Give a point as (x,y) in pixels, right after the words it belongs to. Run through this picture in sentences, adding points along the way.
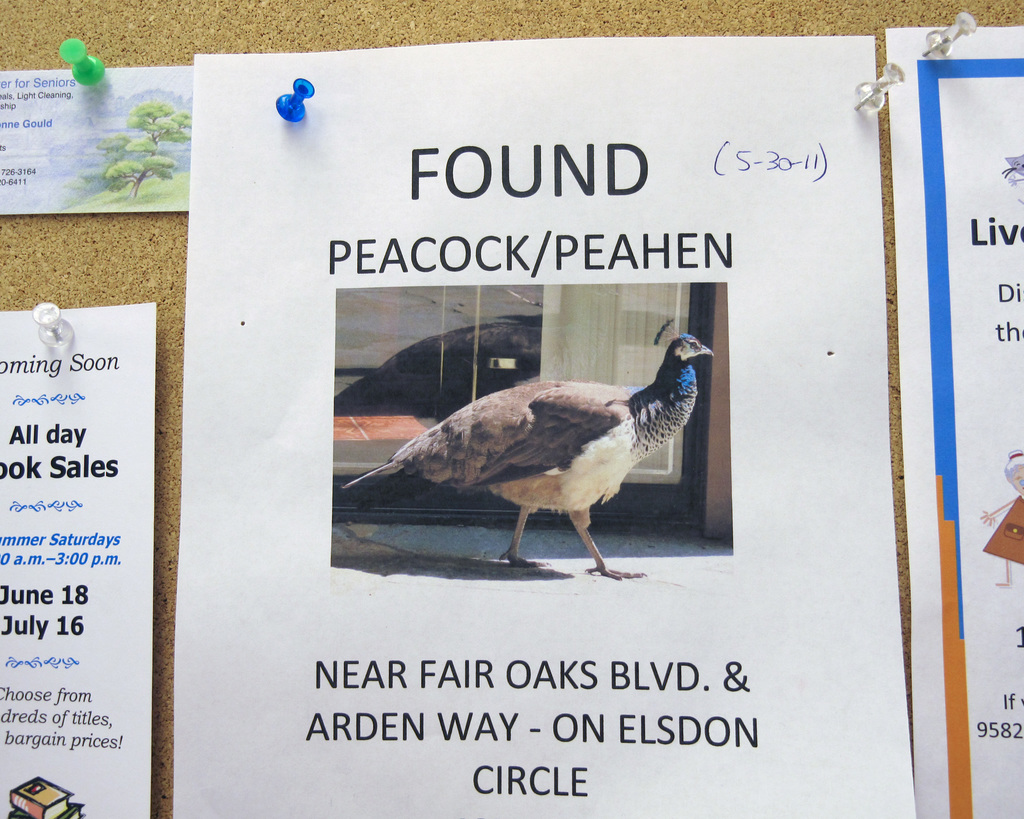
In this image there are a few papers (425,315) with some images (554,475) and text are attached to a wall (265,39).
